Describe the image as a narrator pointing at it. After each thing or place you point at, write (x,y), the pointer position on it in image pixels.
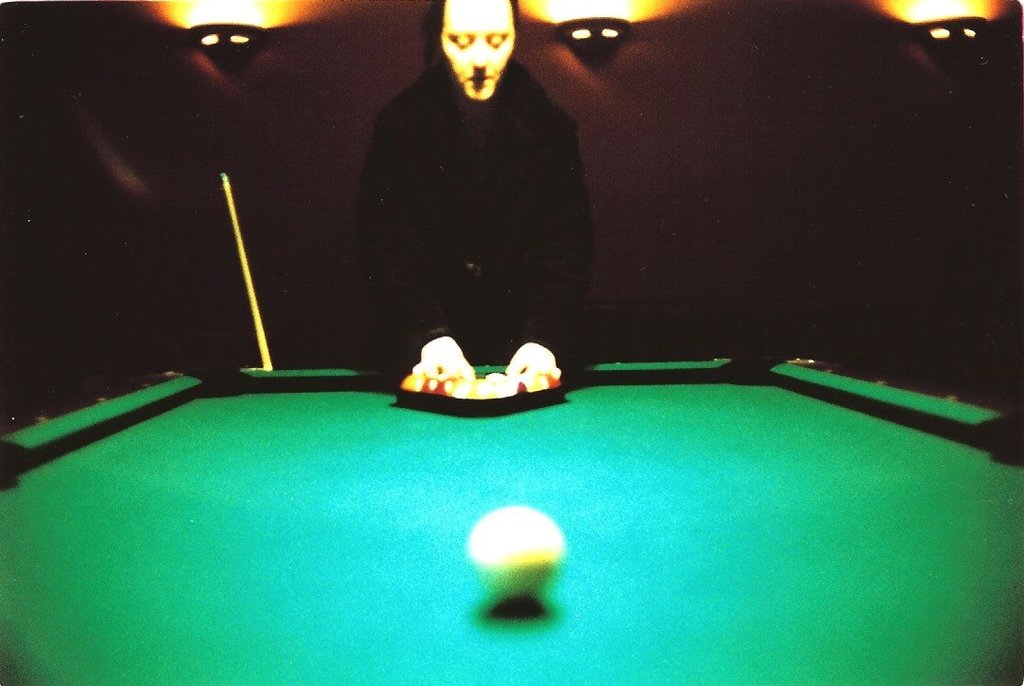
In the foreground (567,169) I can see a person (398,251) is playing a game on the table (398,479). In the background (811,190) I can see a wall (771,176) and lights (172,18). This image is taken in a hall (389,504).
